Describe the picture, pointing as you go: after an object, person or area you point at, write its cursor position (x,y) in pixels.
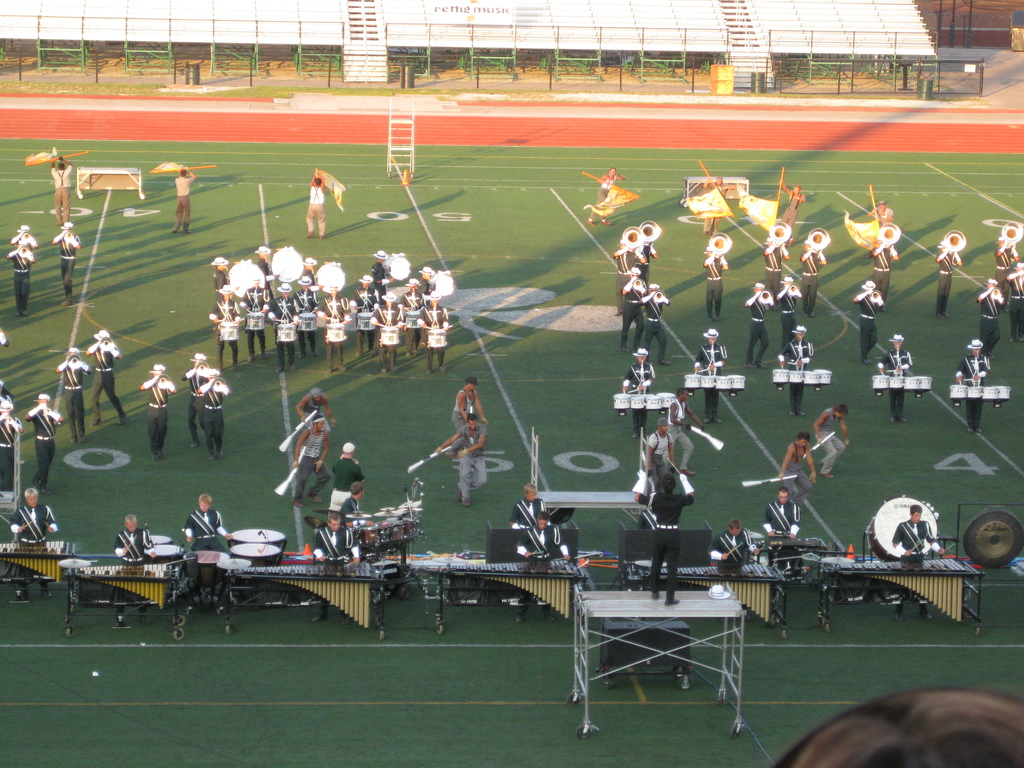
Group of people (70,295) performing different musical actions in the ground (424,513).
